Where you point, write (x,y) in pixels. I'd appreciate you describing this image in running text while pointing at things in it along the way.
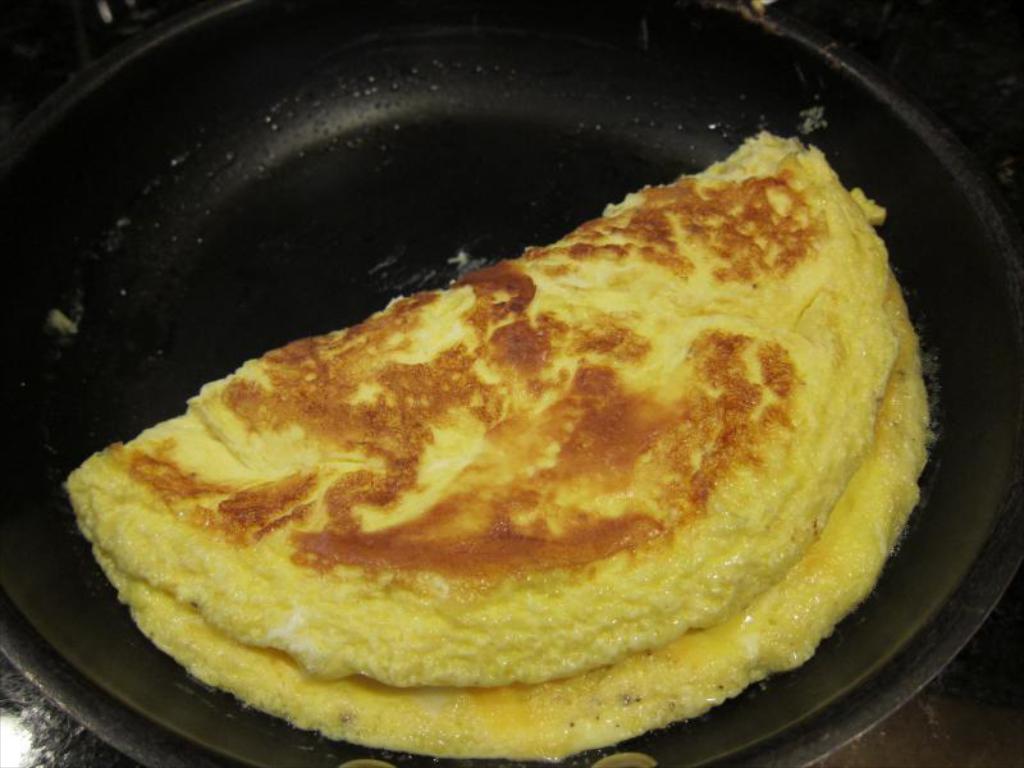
In this image, this looks like a pan (165,293), which contains an egg omelette (647,610) in it.
